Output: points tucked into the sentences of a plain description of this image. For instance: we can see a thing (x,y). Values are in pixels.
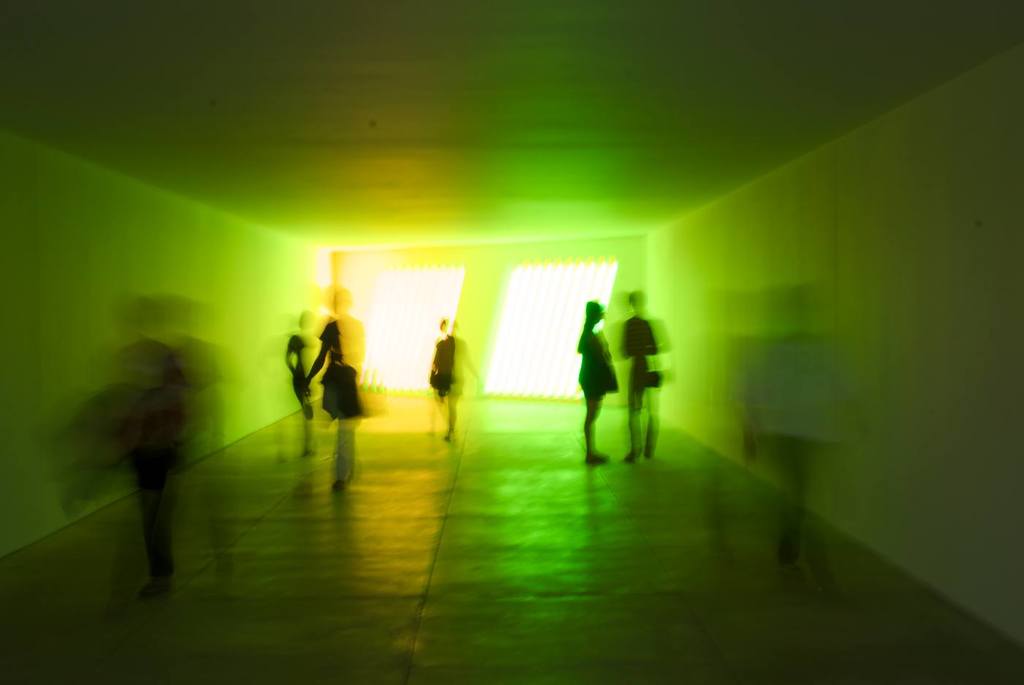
It is a blurry image. In this image I can see the walls (836,420), people (329,350) and objects (557,333).
